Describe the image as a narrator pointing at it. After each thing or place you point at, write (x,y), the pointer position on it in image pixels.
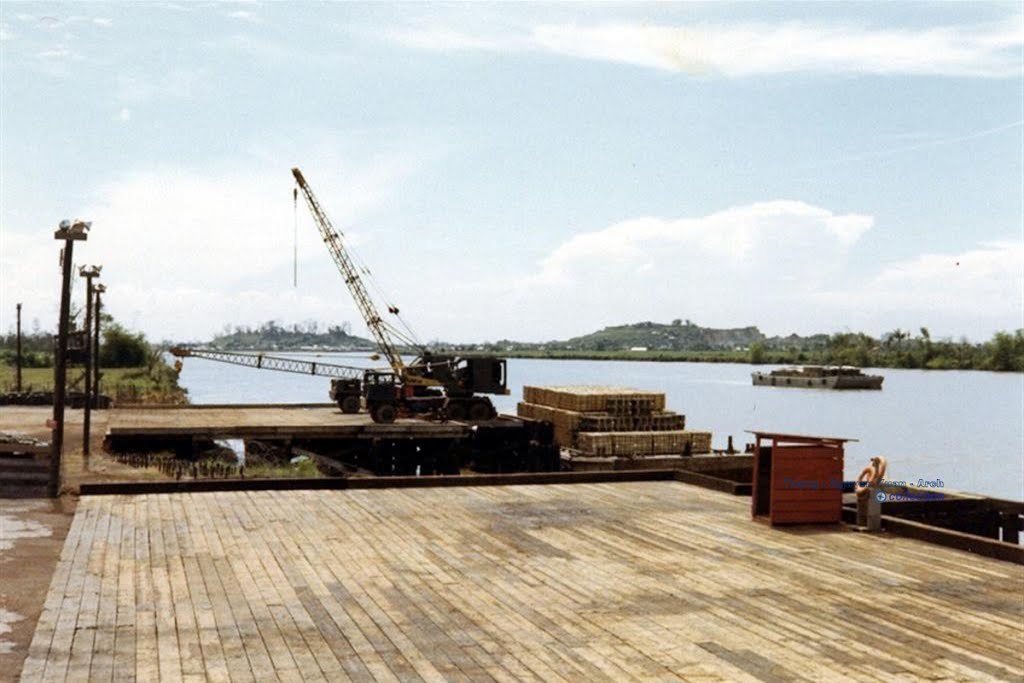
In this image we can see a crane (380,381) on a wooden bridge (401,478). We can also see a house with a roof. On the backside (370,366) we can see a boat (860,386) on the lake (327,398), some poles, mountains (711,332) and the sky (675,207) which looks cloudy.
